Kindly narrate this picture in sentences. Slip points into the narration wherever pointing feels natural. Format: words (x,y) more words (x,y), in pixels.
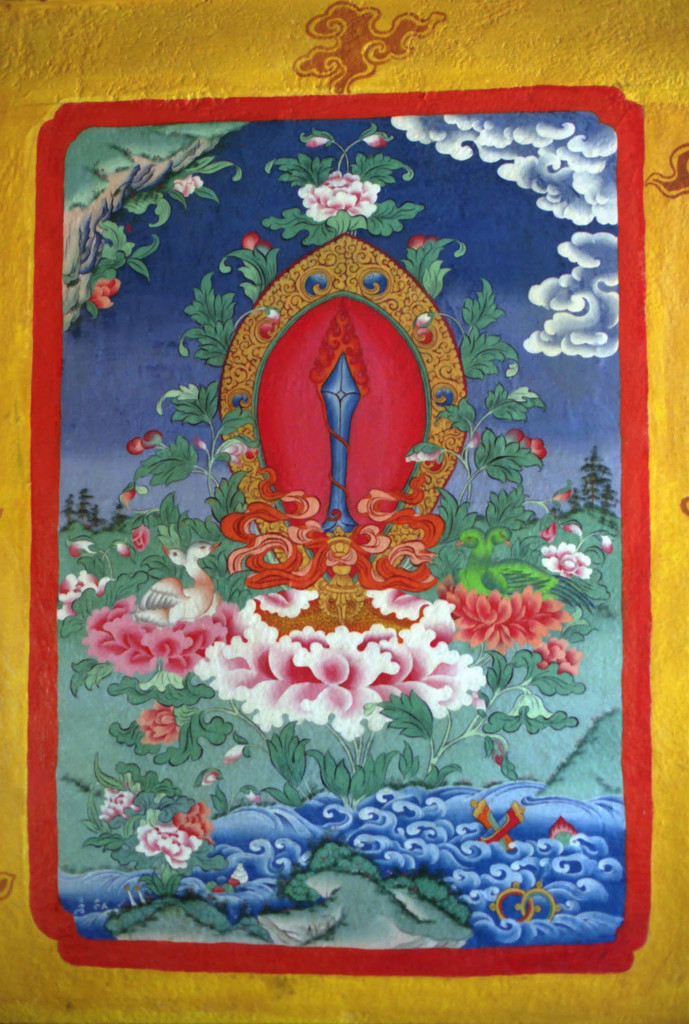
In this picture I can see the painting (339,426) on the paper (333,296). In which I can see trees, flowers (385,695), water (378,813) and clouds (516,168).
